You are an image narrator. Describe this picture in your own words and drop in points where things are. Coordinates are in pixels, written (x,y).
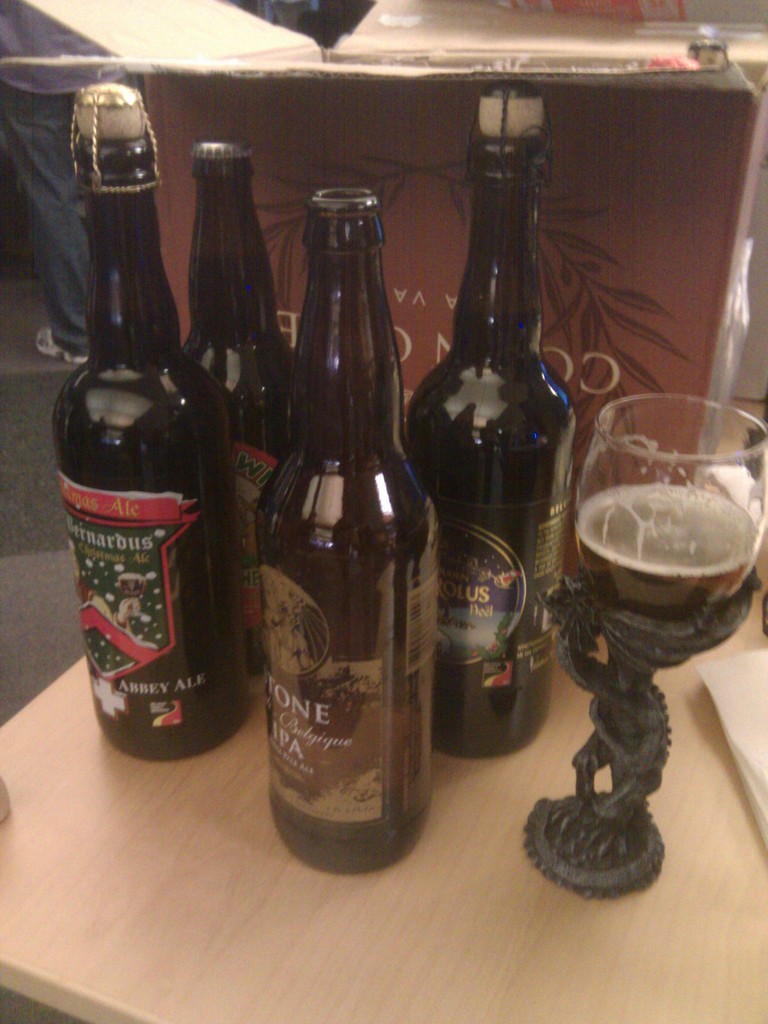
In this picture we can see bottles (405,532) and a glass (676,601) on a stand (631,756). This is a table (480,952). Here we can see a partial part of a human (83,229). Behind to the bottles (90,268) this is a box (675,265).
